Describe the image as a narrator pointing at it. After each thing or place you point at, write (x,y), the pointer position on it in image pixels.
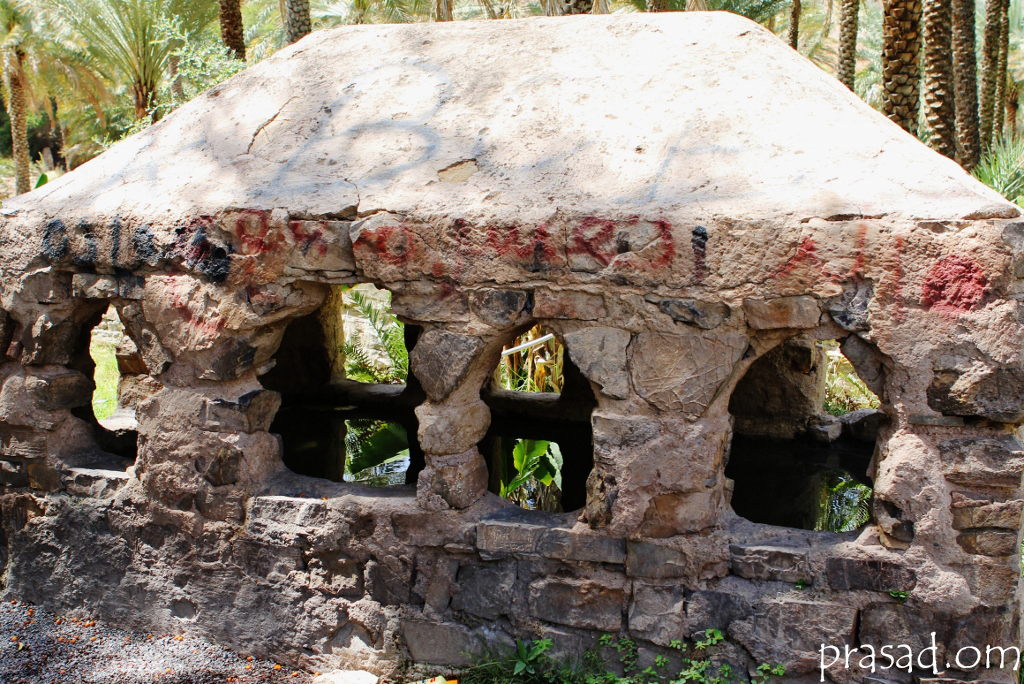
There is a stone room (119,592). Behind that there are trees (820,32).
